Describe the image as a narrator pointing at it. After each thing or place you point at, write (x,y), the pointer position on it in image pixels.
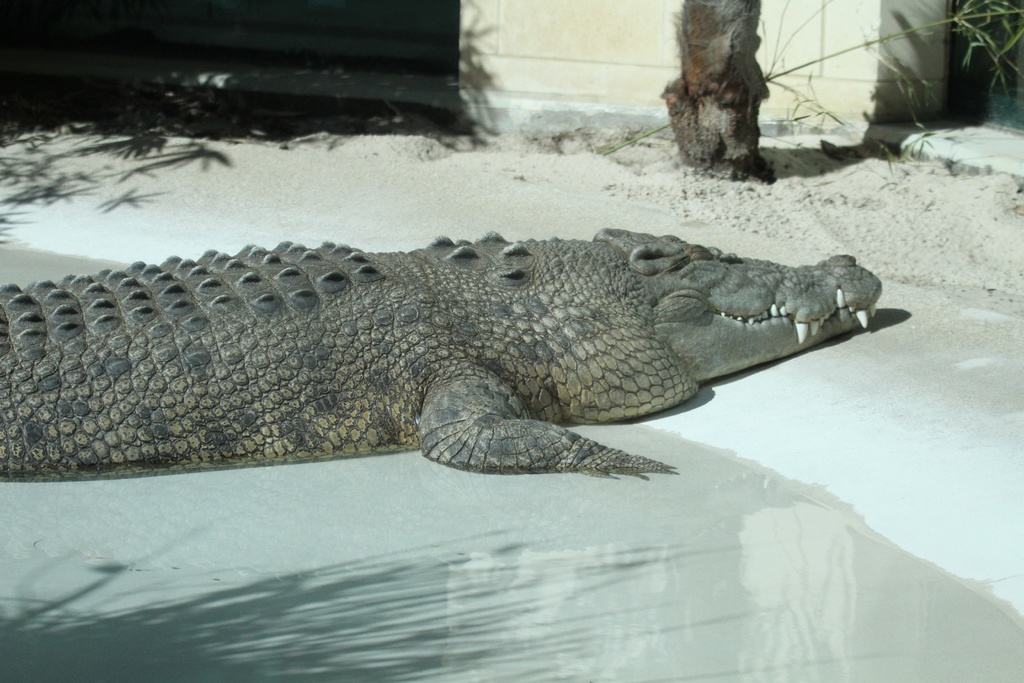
In the picture we can see a crocodile (477,407) with its some part (57,400) in water (951,632) and some part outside the water (641,556) on the sand (650,187) and in the background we can see a wall (654,42) near it we can see a part of the tree (719,134).
